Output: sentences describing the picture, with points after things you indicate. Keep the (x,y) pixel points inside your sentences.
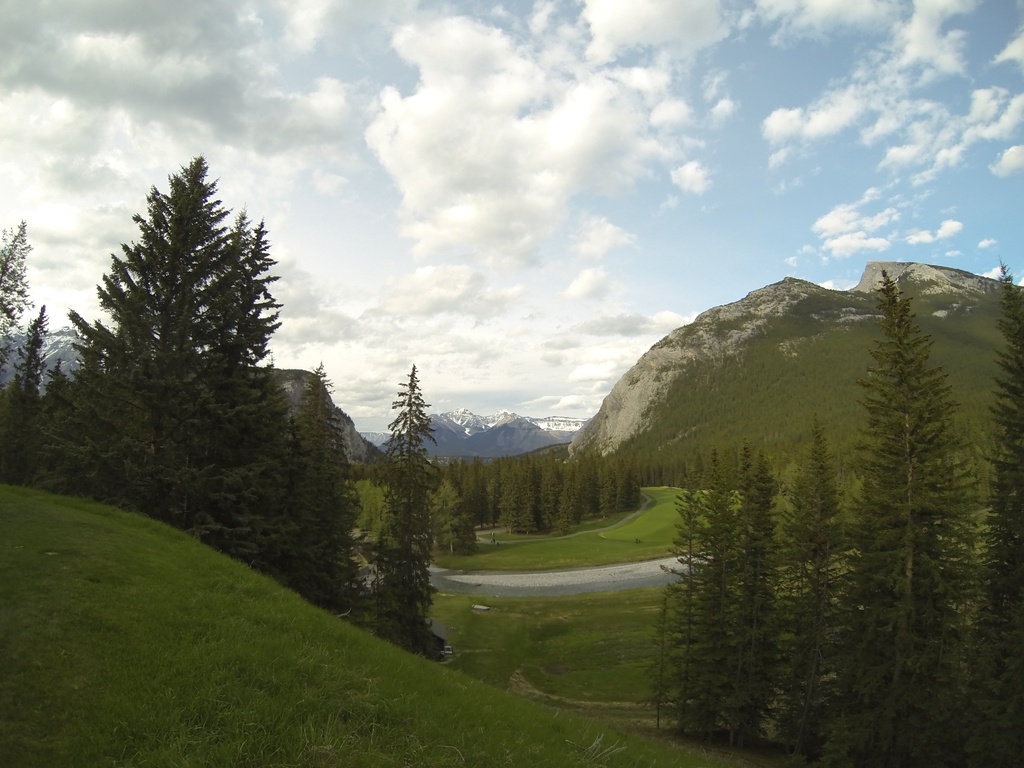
In this picture we can see trees (51,469), grass (484,652) and hills (469,434). In the background of the image (539,232) we can see sky (552,364) with clouds (552,364).
